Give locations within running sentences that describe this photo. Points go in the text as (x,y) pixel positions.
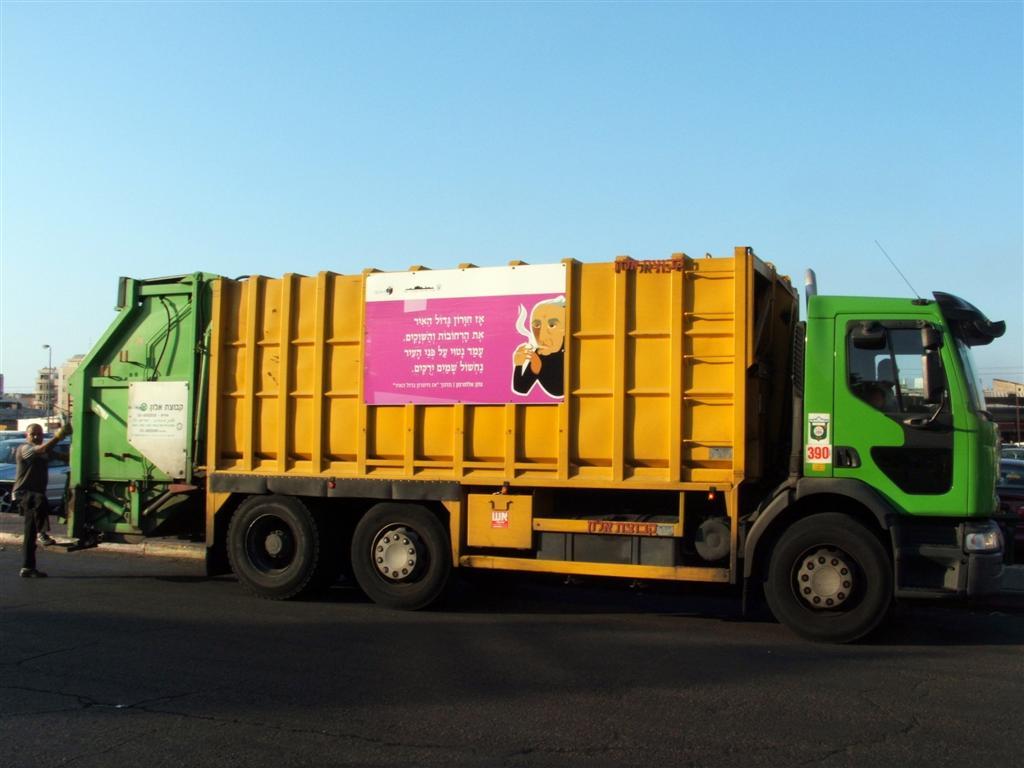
In the center of the image (421,506) there is a truck (400,525) on the road (198,738). On the left side of the image (29,434) we can see a person (40,535) standing at the truck (421,506). In the background (5,280) there are buildings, pole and sky (421,119).
